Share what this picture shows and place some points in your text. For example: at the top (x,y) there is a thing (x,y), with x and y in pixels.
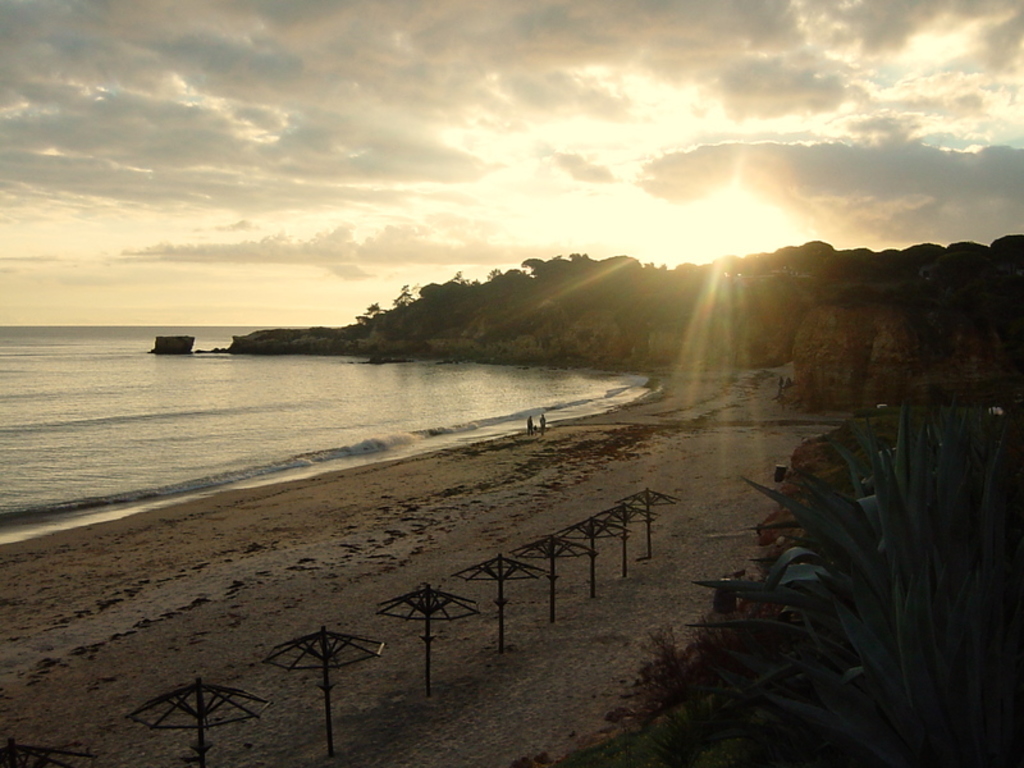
In this picture we can see plants (836,499), in the background (533,425) few people (545,428) are walking, beside to them we can see water (313,441), and also we can find few trees (504,298) and hills (830,286).
